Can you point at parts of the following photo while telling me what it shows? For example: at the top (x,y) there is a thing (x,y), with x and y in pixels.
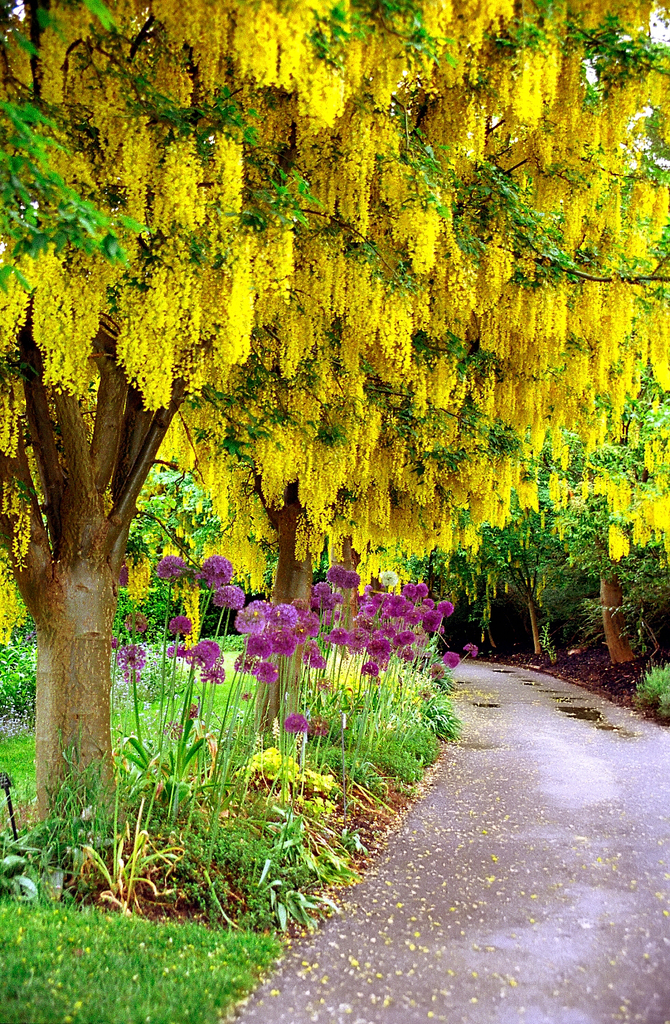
In this image I can see few flowers (345,152) in purple and yellow color and I can also see few trees (213,525) in green color.
